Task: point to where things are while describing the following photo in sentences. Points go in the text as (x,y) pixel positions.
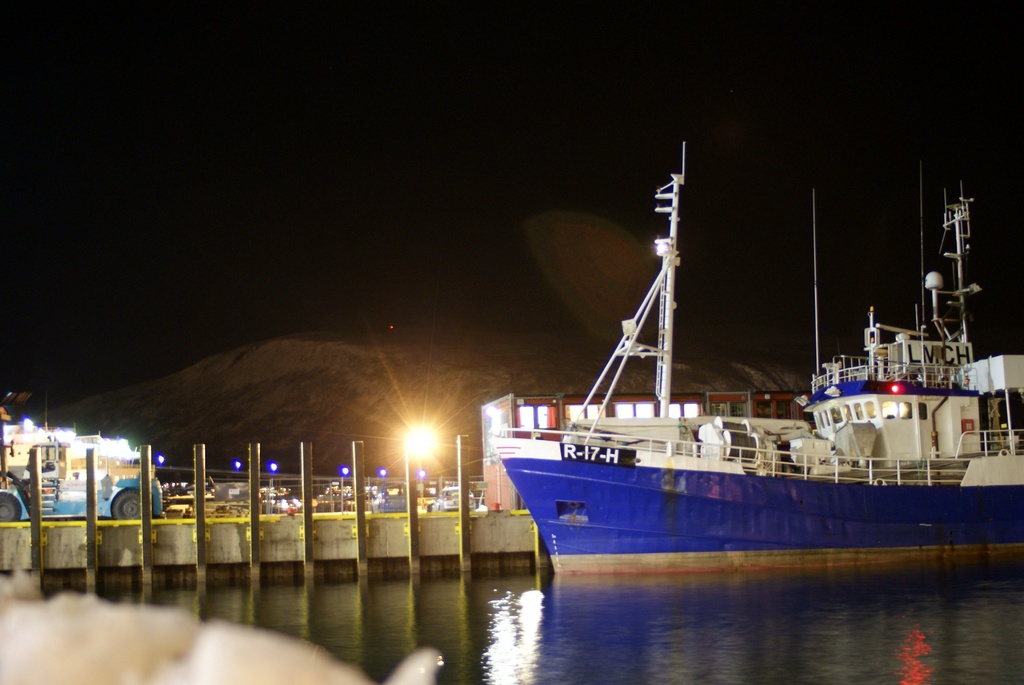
In this picture we can see water (766,611) at the bottom (762,652), on the right side (860,494) there is a ship (870,486), there are some vehicles (455,502) in the background (78,477), we can see a light (425,429) here, there is the sky (545,153) at the top of the picture (560,131).
